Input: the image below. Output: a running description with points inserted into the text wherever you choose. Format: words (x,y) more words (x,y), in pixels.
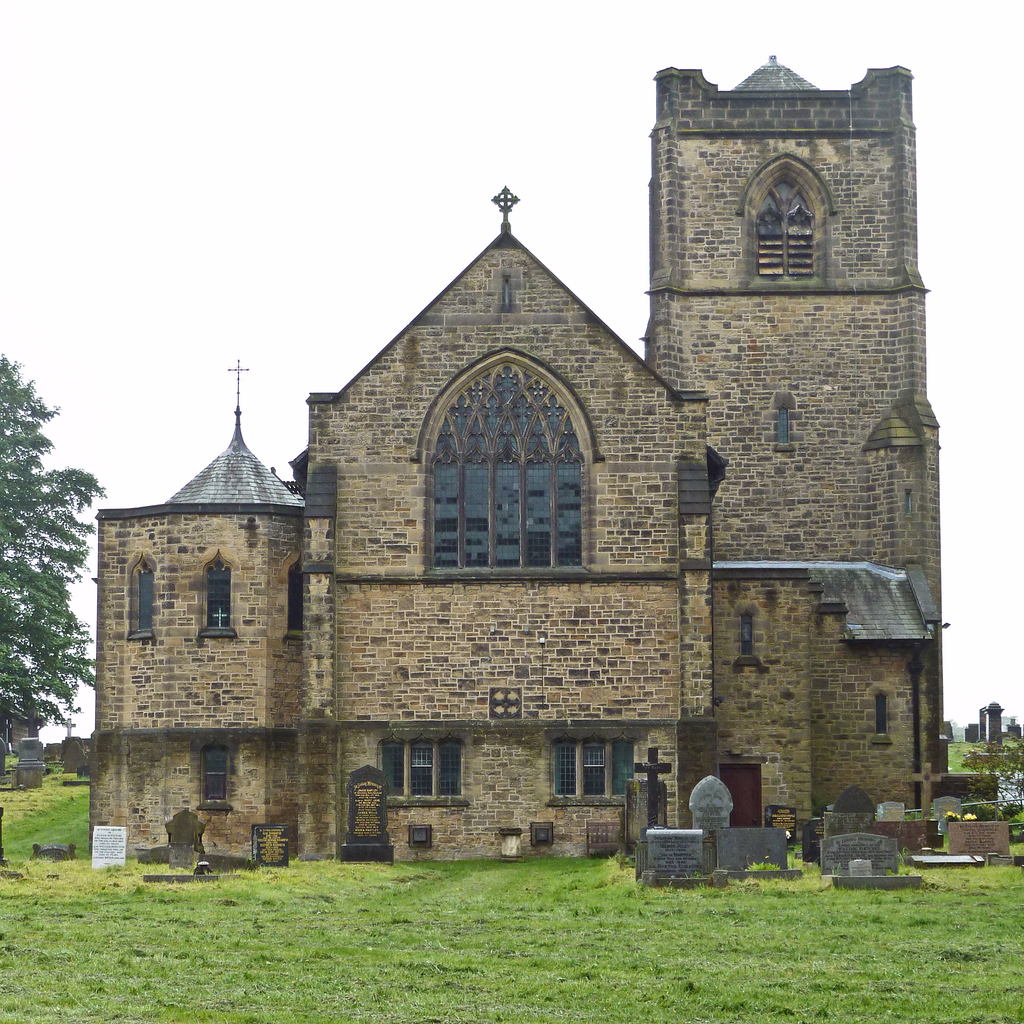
This picture is taken from the outside of the building (835,791). On the left side (32,594), we can see some trees (86,555). At the top (289,38), we can see a sky (335,29), at the bottom (752,1006), we can see plants (1001,749) and a grass (551,936).
